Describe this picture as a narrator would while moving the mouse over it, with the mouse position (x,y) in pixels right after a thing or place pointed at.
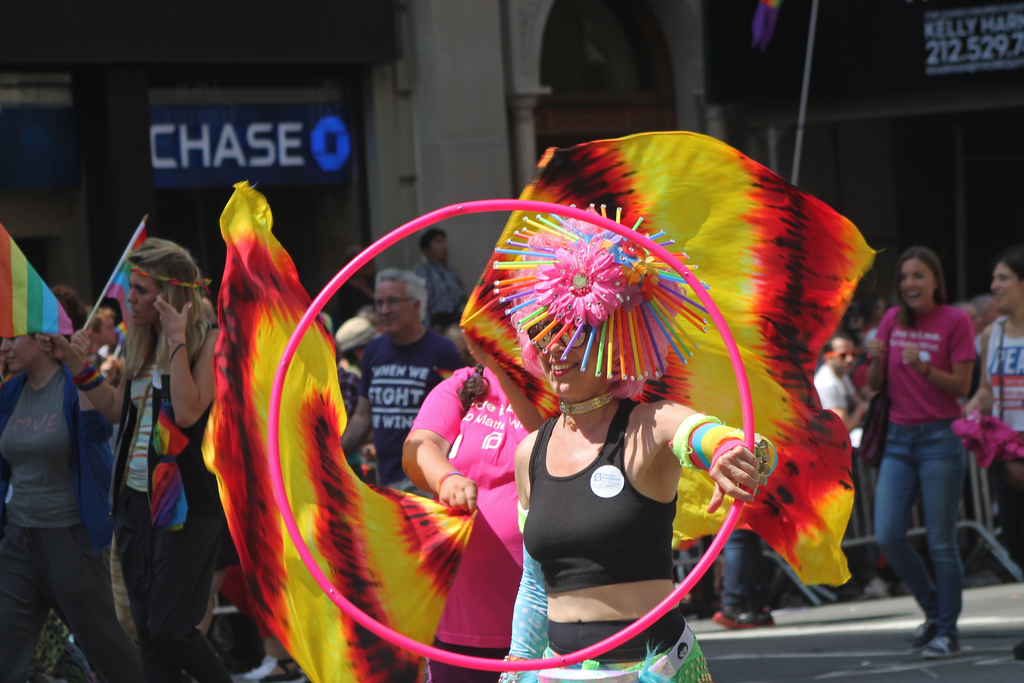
In this image there are some persons (569,416) standing as we can see in the bottom of this image (509,506). There is a wall (114,156) in the background (377,169). The person (599,506) standing in the bottom of this image (600,519) is holding an object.
